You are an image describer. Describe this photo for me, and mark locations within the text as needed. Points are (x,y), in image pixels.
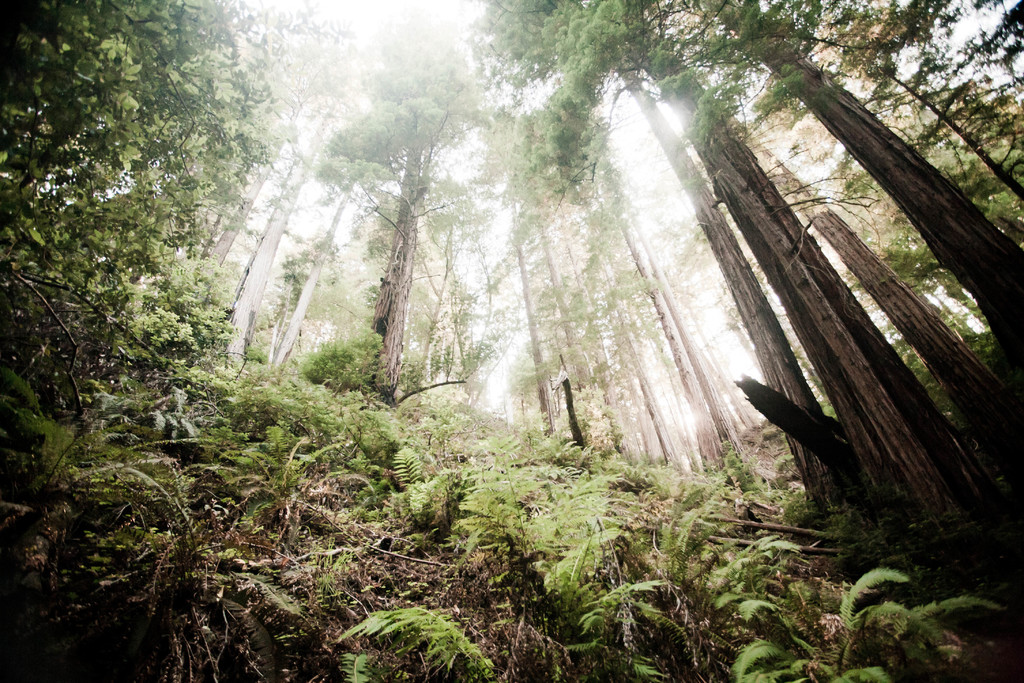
In this image I can see many trees (510,172) and the sky (469,165).
